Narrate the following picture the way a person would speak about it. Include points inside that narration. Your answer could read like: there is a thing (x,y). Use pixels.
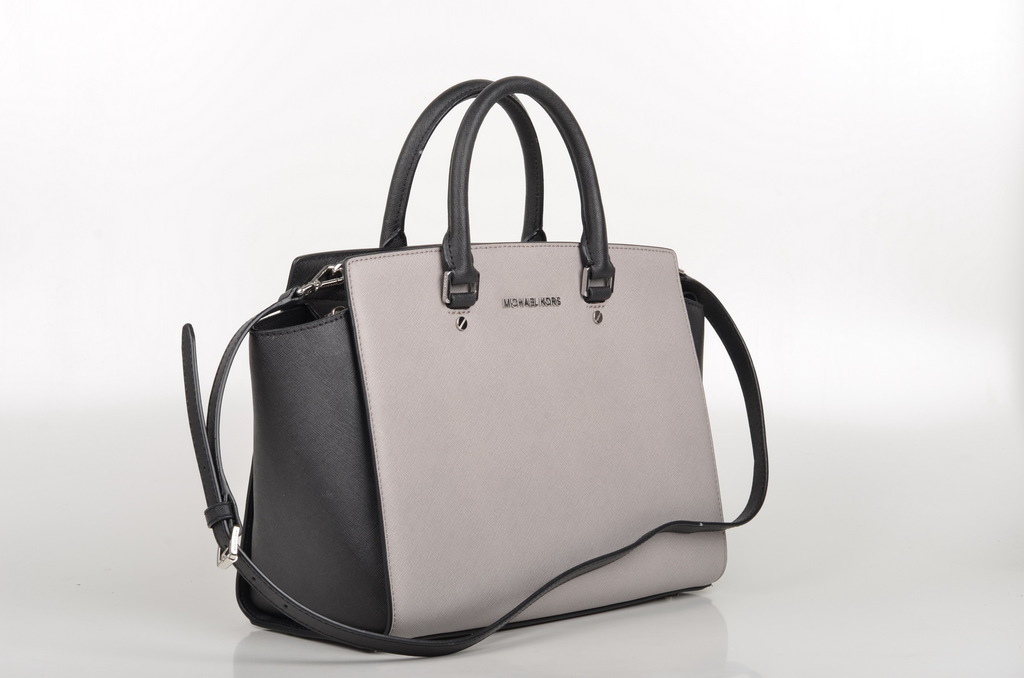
In the image we can see there is a purse (561,389) which is in ash colour and handles (450,207) of the bag (412,427) is in black colour.
